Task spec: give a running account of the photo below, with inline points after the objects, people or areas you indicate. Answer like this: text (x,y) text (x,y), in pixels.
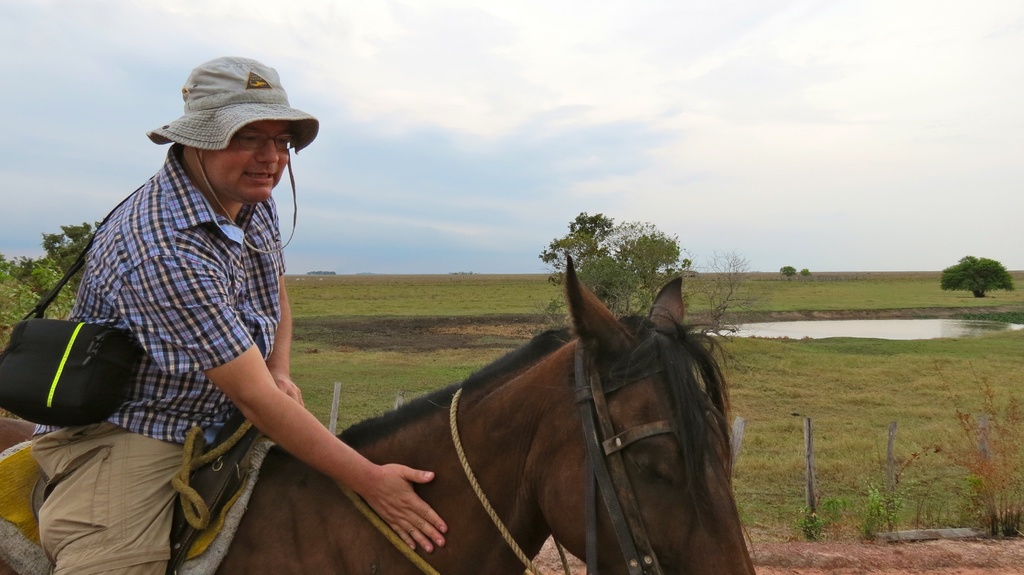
In this image I can see a man (150,451) is sitting on a horse (530,394), I can also see he is wearing a hat (226,131). in the background (58,307) I can see few trees (718,312), water (822,329) and clear view of sky (520,179).
